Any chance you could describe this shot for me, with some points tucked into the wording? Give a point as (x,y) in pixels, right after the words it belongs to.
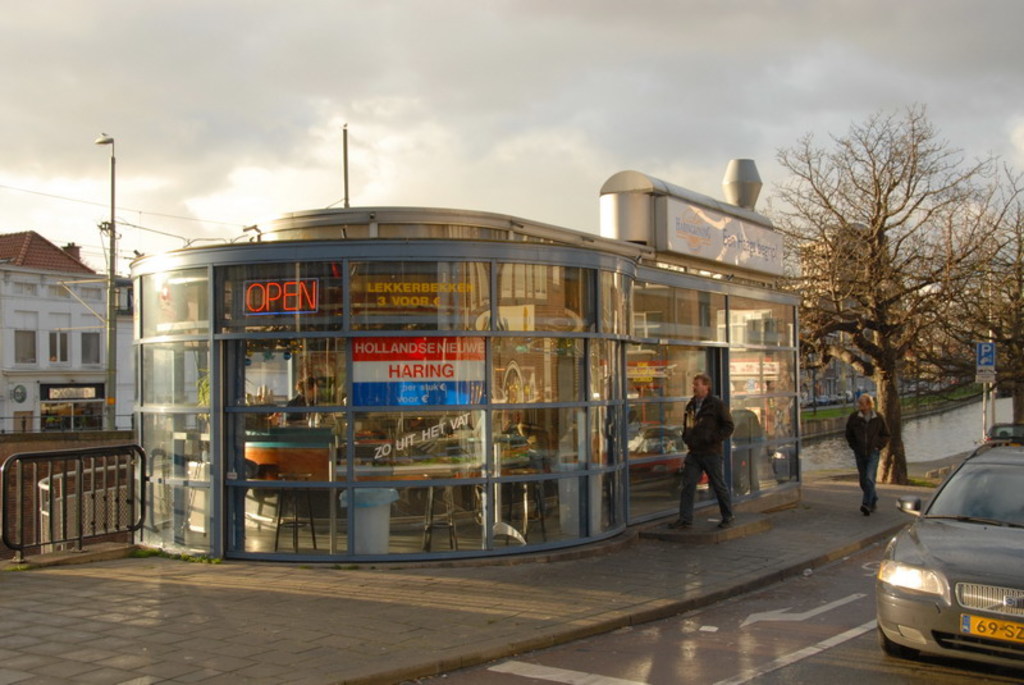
In this picture I can see people (691,417) are walking beside a road (874,561). Here I can see a car (982,555) on the road (979,680). In the background (891,309) I can see trees (863,282), the sky (426,130), poles (113,307) which has wires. I can also see a fence (58,512), shop (241,548) and street lights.
